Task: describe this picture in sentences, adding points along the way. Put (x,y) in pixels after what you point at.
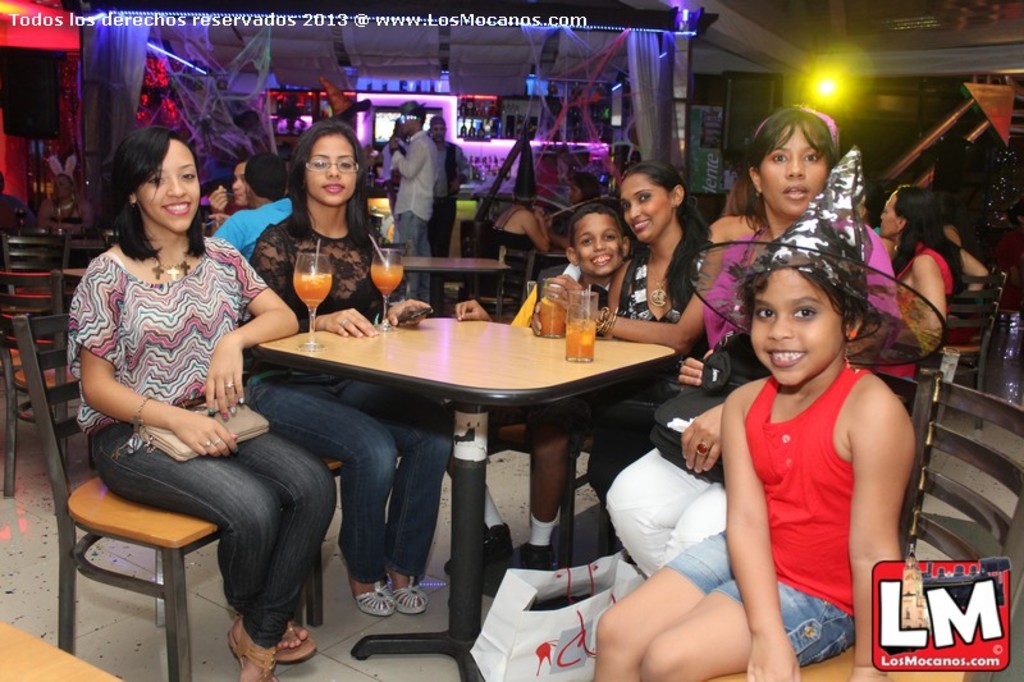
This is a picture of group of people (750,629) sitting in the chairs (524,252) and in back ground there are some group of people (532,225) standing and there is light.
